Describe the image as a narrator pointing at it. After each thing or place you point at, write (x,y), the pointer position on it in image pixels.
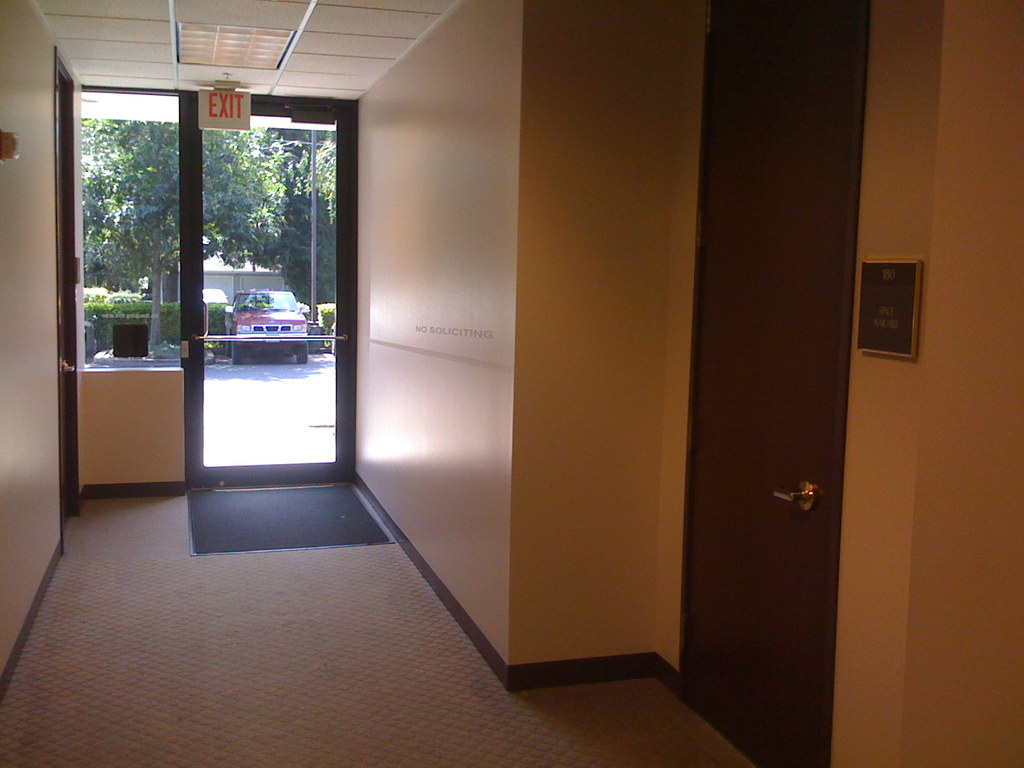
In this image there is an inside view of a building (405,555), there are doors (270,382), there is a wall (469,336), there are objects (871,307) on the wall (547,309), there is a car (274,316), there are trees (286,204), there is a roof (400,21) towards the top of the image (209,44), there are lights (249,40), there is a board (249,91), there is text (239,111) on the board (233,100), there is floor (216,645) towards the bottom of the image (263,679), there is an object (262,522) on the floor (274,566), there is a pole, there are plants (224,313).
